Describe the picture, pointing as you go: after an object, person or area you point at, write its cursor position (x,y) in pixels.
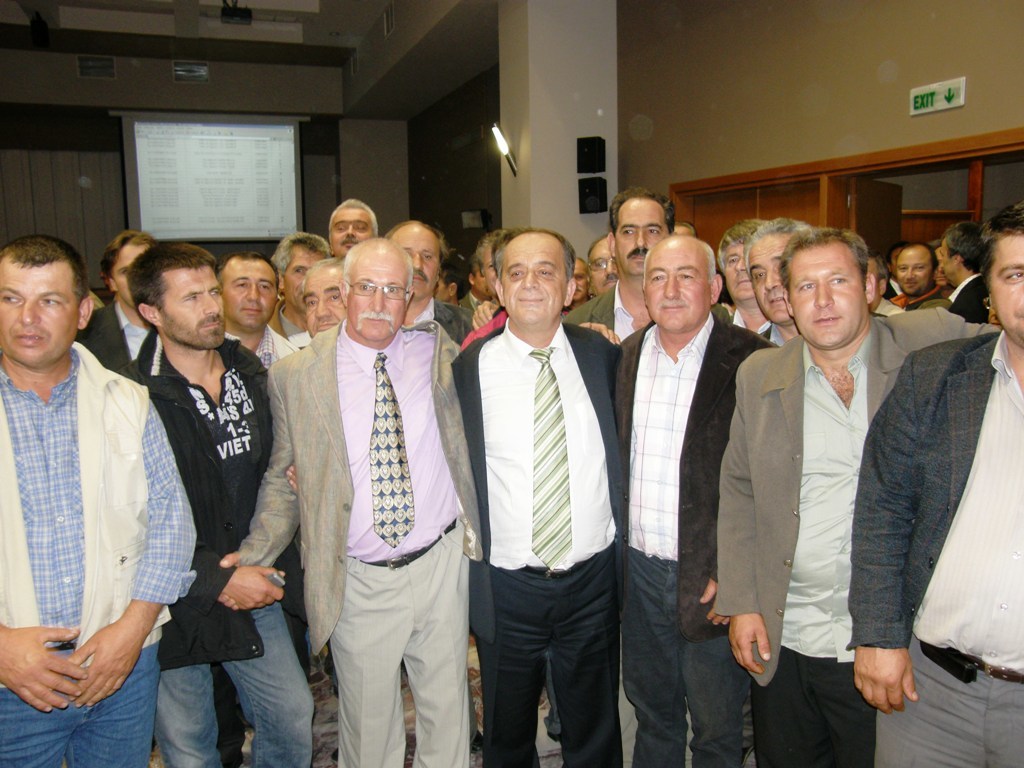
In this picture we can see a group of people (234,370) standing from left to right. There is a light (503,144) and a few objects (584,154) are visible on a pillar (570,172). We can see an EXIT sign board (956,82) on the wall (885,109). There is some text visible on a projector screen (141,141). We can see a few posts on the wall (231,73) and other objects (18,205) are visible in the background (99,247).
